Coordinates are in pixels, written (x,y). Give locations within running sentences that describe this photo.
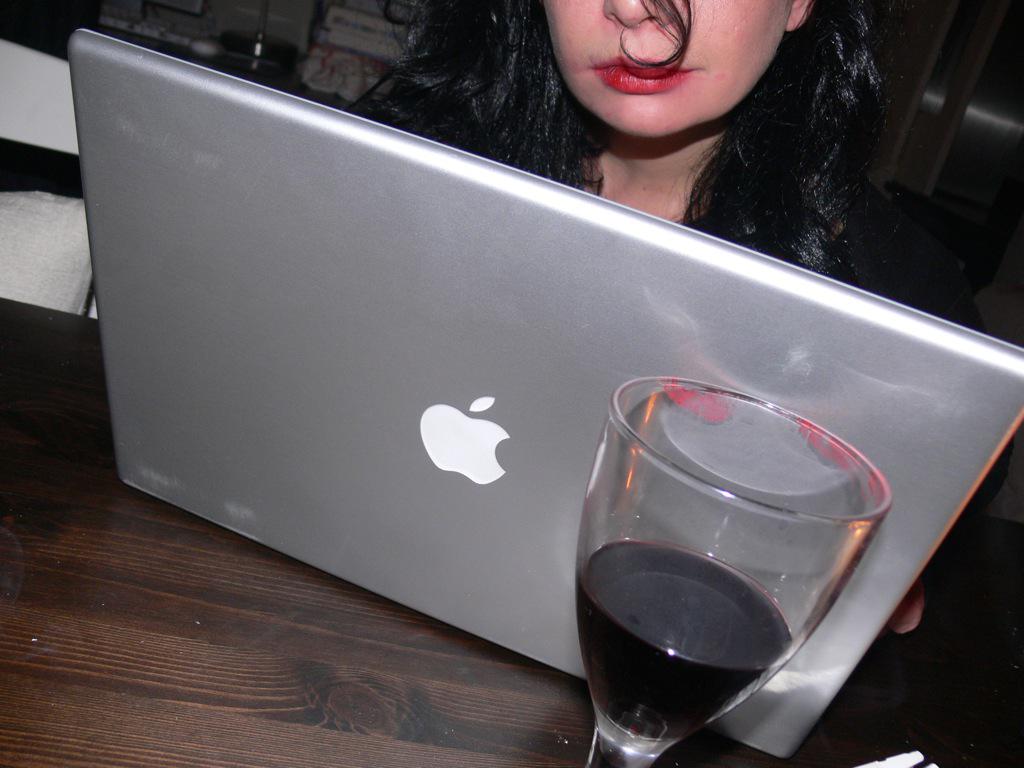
In this picture we can see some liquid (678,602) in a glass (823,566). There is a laptop (454,293) visible on a wooden surface (264,596). We can see a woman (639,93) and a few objects (114,20) visible in the background (297,47).
